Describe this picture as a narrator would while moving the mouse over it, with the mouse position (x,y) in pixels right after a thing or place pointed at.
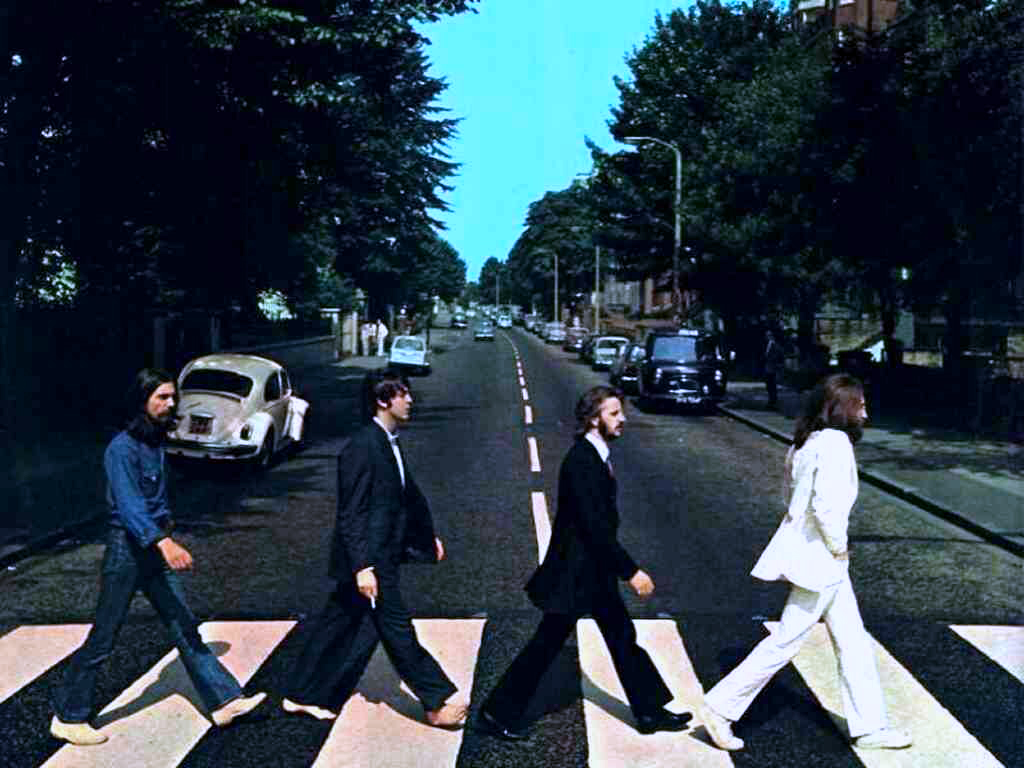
This picture might be taken on the wide road (602,381). In this image, in the middle (594,417), we can see four men (129,578) are walking on the road (492,575). On the right side (999,140), we can see some trees (743,172), buildings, we can also see a person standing on the footpath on the right side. On the left side (79,412), we can see some trees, wall (70,425). In the background (177,425), we can see some cars (597,362), street lights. On the top (475,217), we can see a sky (614,64), at the bottom (460,552) there is a road (452,432) and a footpath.
